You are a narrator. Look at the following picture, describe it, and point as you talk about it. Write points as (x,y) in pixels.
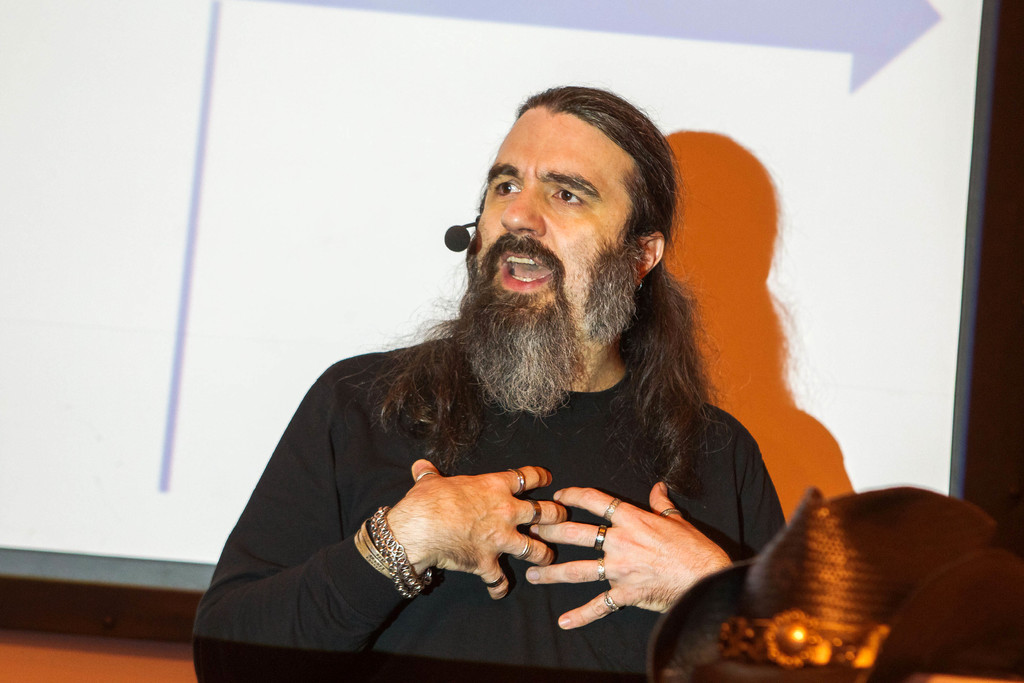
In this picture there is a man (583,561) talking and wore black t shirt (554,421) and mic (461,240), behind him we can see screen (882,99). In the bottom right side of the image (786,647) we can see hat (755,620).
